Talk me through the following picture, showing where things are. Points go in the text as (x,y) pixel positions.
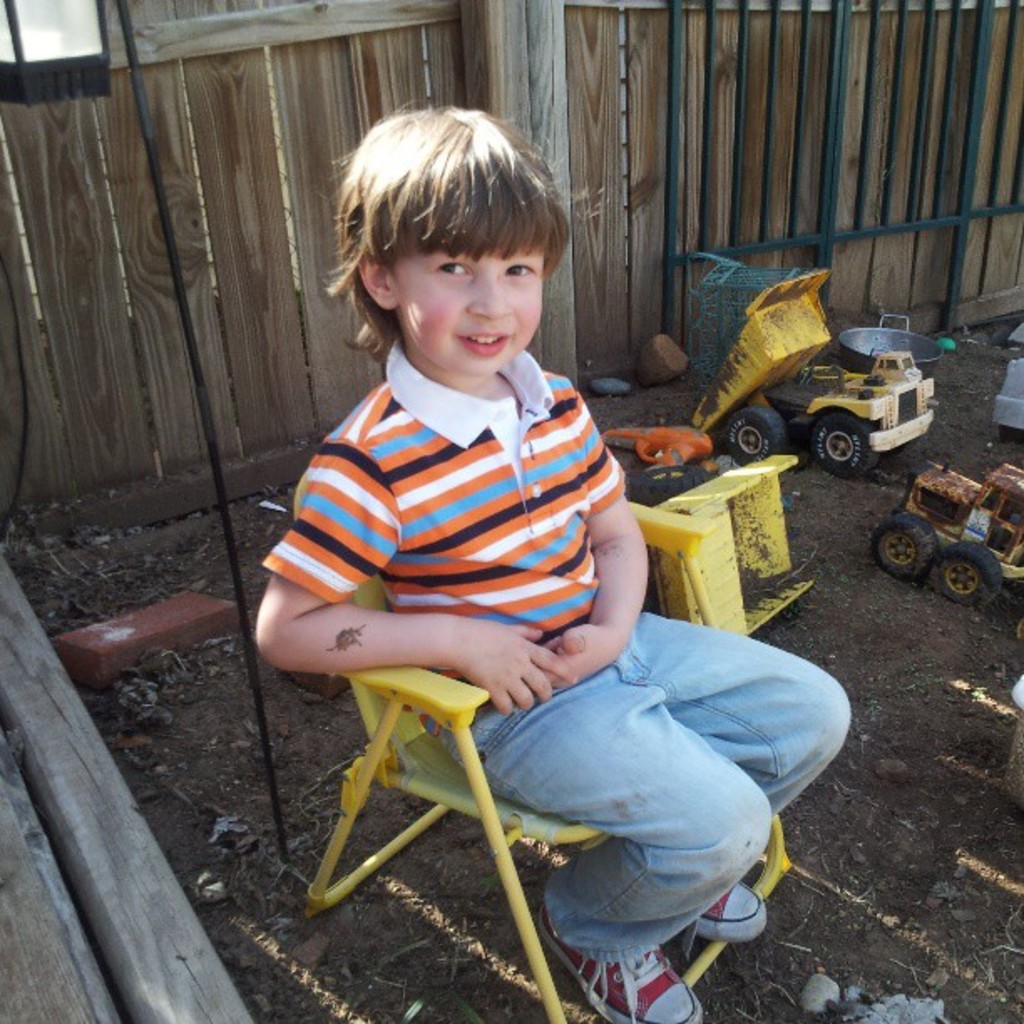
The kid (608,777) wearing a blue jeans (608,766) is sitting in a yellow chair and there are toys (932,513) which are on the ground (888,515) beside the kid (615,754) and the background (210,204) is wooden fence (197,200).
